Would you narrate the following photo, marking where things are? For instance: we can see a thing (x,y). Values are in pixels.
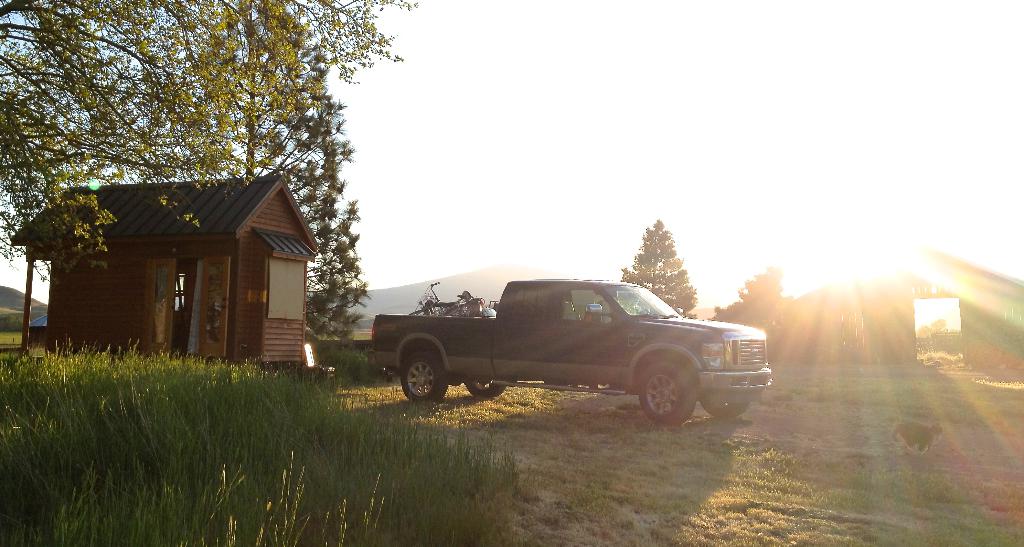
In this picture there is a truck (573,328), parked near to the hut (114,345). On the left (224,293) we can see the door (201,337) and window (273,313). In the bottom left (227,431) we can see the grass (232,498). In the bottom right (896,433) there is a dog (922,427) standing on the ground (891,464). On the right (961,272) there is a wooden shed (885,337). In the background (776,286) we can see the trees (653,258) and mountains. At the top (550,57) there is a sky (556,73). Here it's a sun (838,249).
